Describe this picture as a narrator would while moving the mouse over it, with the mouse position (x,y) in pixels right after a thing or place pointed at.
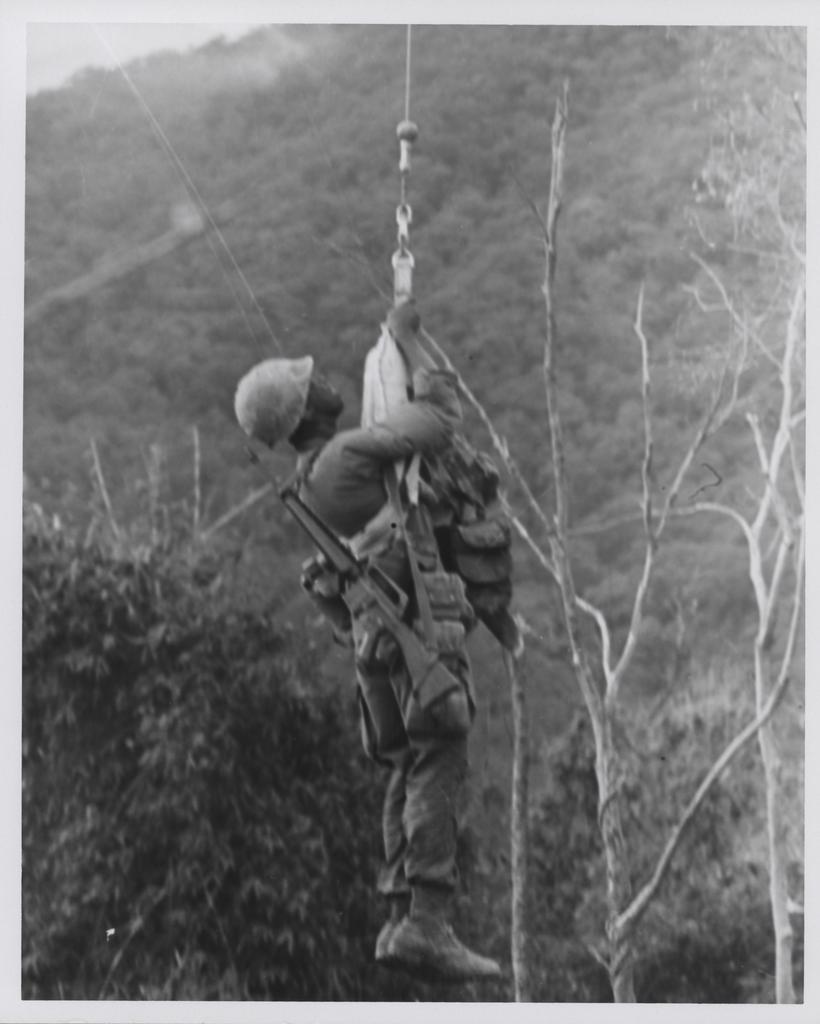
In this image there is an army personnel (361,457) hanging from the rope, around the person (357,500) there are trees (139,695) and mountains (573,263).
